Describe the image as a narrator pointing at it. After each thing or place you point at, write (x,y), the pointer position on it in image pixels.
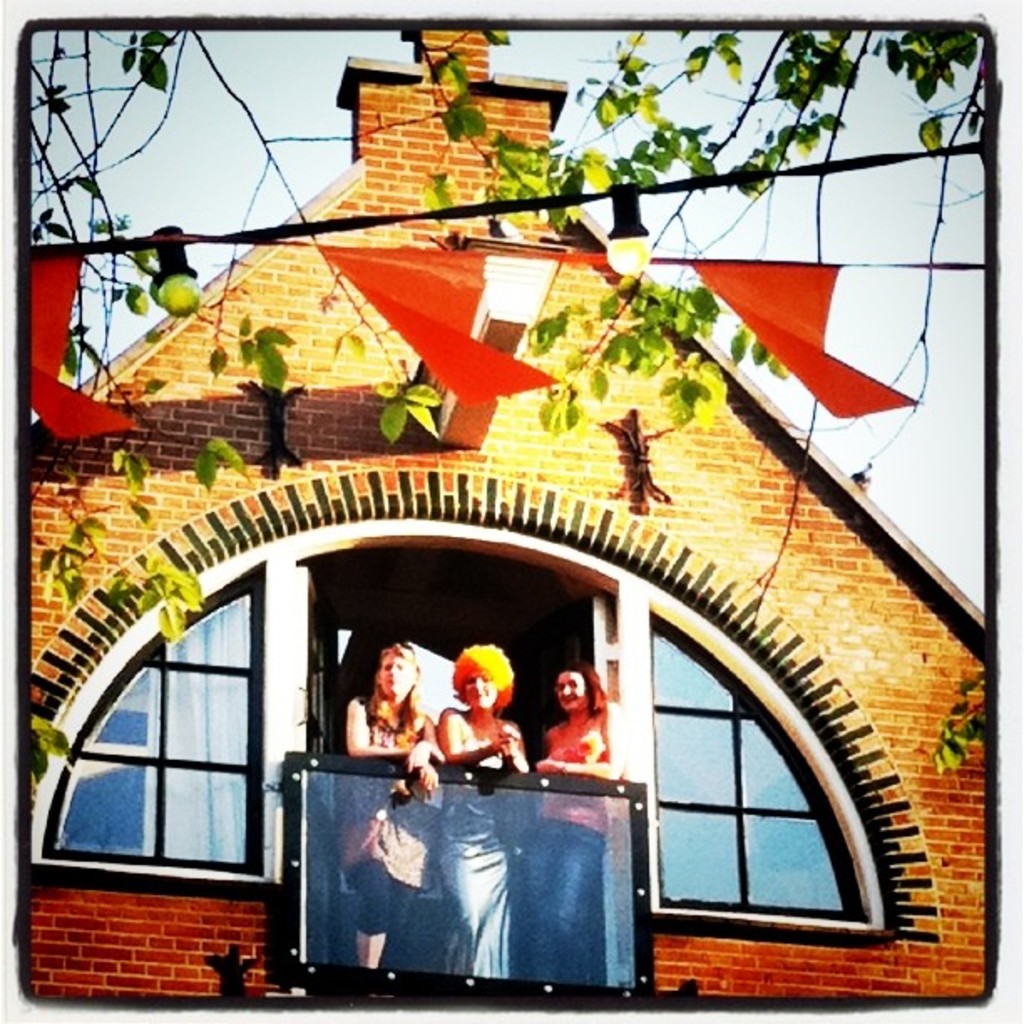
Here in this picture we can see three women (498,712) standing in a balcony (372,771) of a building (699,833) and in the front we can see some decoration papers (36,291) and lights (175,296) present and we can also see branches (697,146) of plants (928,62) present and we can see the sky (873,73) is clear.
